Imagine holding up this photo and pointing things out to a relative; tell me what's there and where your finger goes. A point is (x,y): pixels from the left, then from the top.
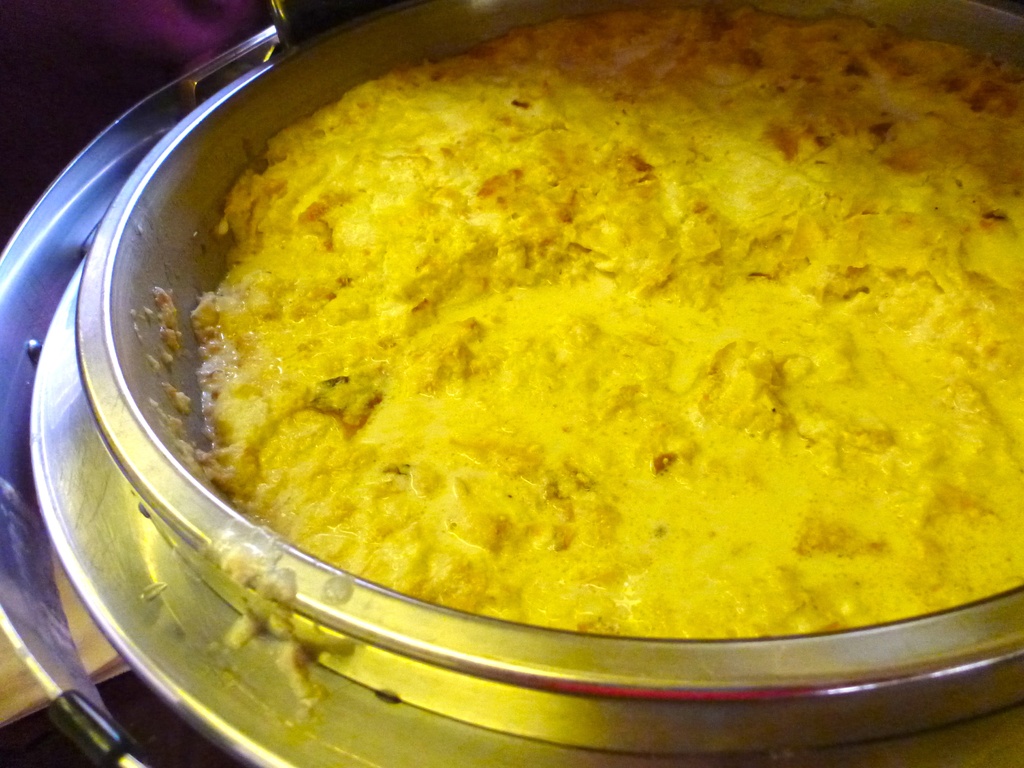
In this image there is a food (417,510), container (44,479) and objects (46,631).
